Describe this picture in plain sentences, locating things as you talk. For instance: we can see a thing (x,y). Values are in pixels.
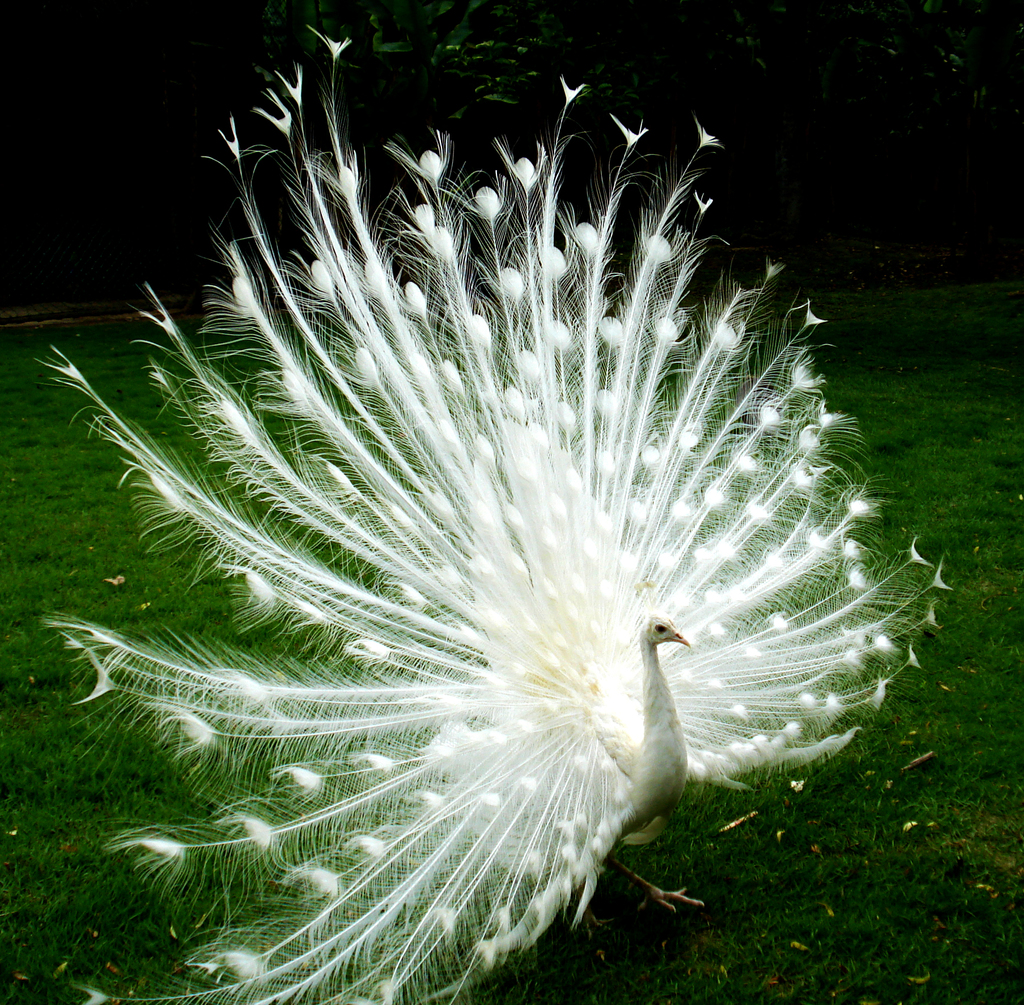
In this picture we can see a peacock (644,736) is standing, at the bottom (841,898) there is grass (840,944), in the background (499,61) we can see trees (511,56), we can see peacock train (547,575) in the middle (465,556).
